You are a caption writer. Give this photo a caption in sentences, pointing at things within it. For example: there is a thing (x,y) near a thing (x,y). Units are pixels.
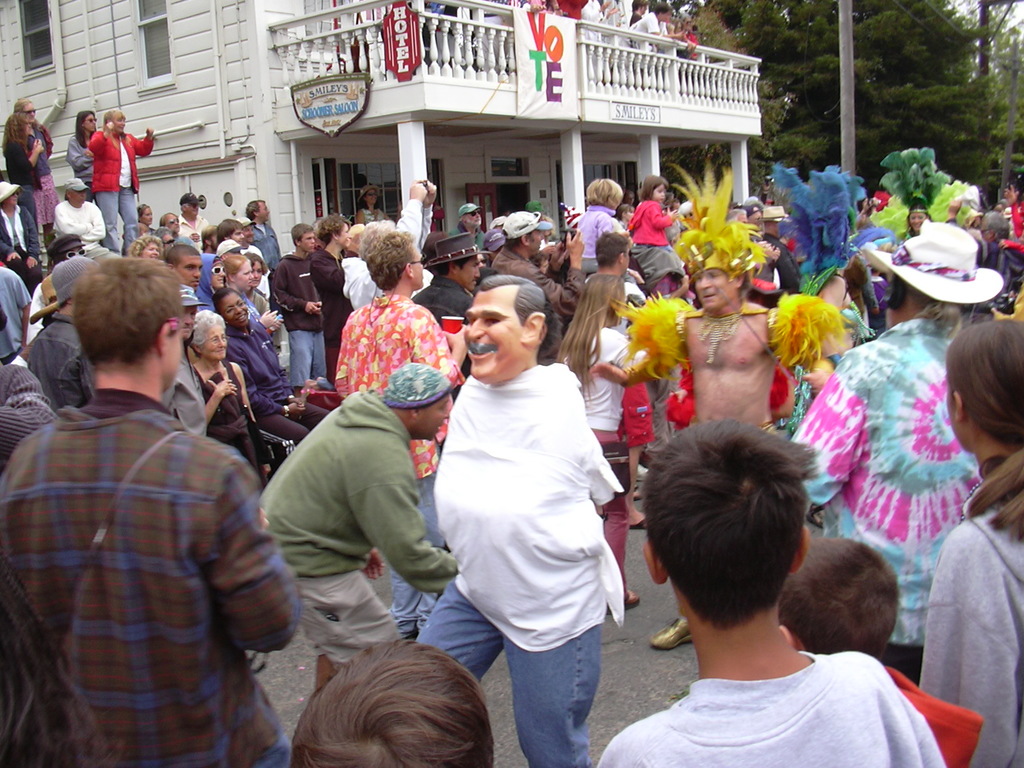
This image is taken outdoors. At the bottom of the image (506,705) there is a road (511,717). In the middle of the image (356,360) many people (86,277) are standing on the road (594,754) and a few (705,241) are with different costumes (824,252). In the background (123,16) there is a building (224,76) with walls (208,107), windows (343,174), pillars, railings (738,76), doors (481,211) and a balcony (420,41) and there are a few trees (802,75).
